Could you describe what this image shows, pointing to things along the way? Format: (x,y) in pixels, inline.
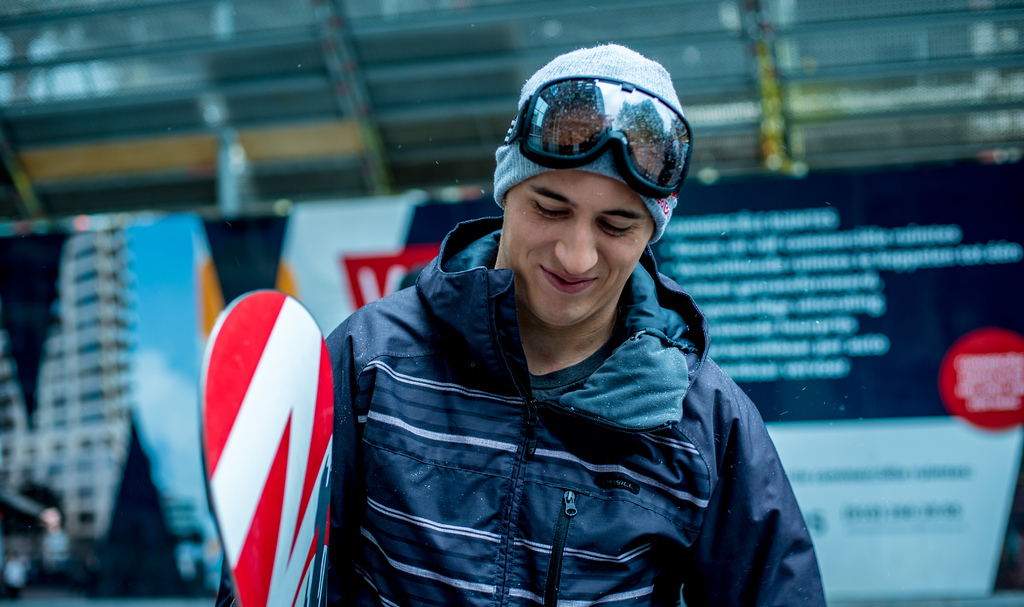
In this image I can see a man (541,417), I can see he is wearing goggles (556,147), cap (509,179) and jacket (457,502). In background (335,275) I can see something is written on a board (962,316) and I can see this image is little bit blurry from background (32,8).
